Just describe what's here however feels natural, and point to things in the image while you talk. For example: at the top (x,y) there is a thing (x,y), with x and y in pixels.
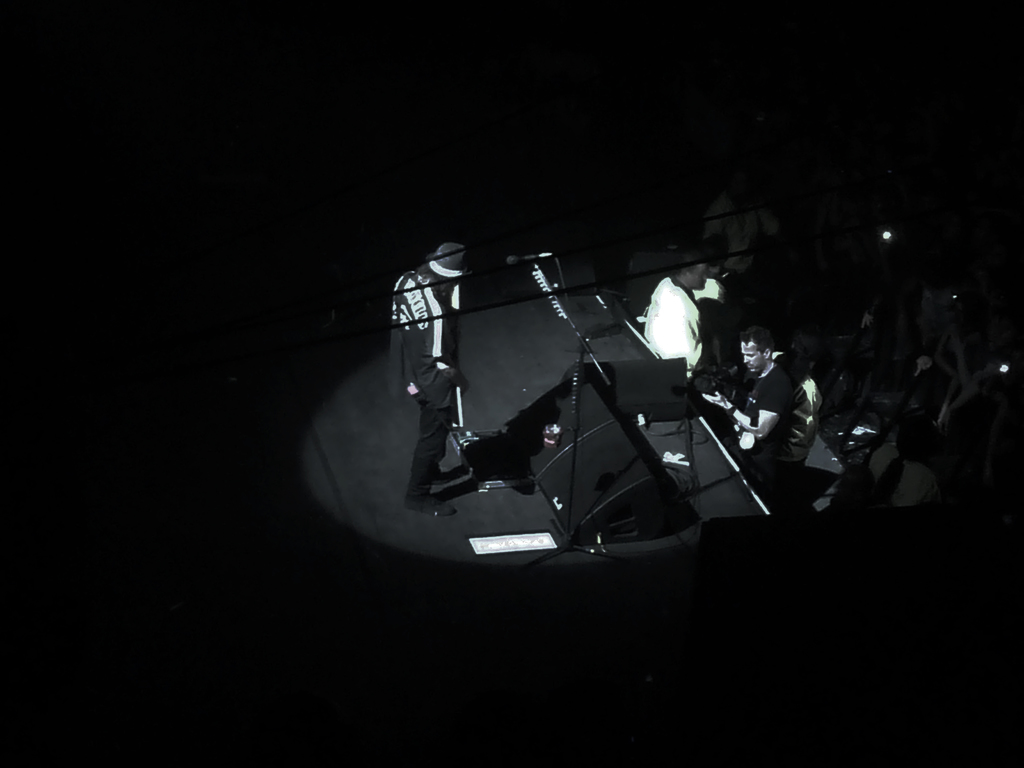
This image is a black and white image. In this image the background (528,137) is dark. In the middle of the image (412,294) a man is standing on the stage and two men (690,283) are standing on the floor (527,324) and there are a few things (555,437) on the floor (533,358).
